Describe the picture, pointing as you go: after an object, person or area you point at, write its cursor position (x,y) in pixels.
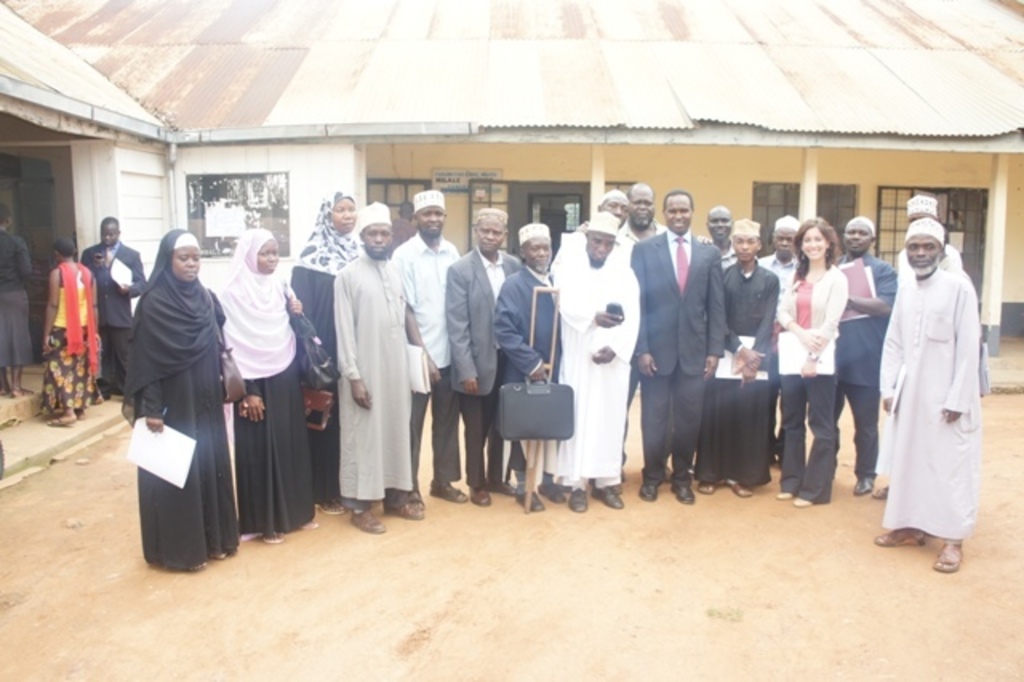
In this picture I can observe some people (571,314) standing on the land (245,546) in the middle of the picture (546,302). There are men (690,304) and women (329,327) in this picture. In the background (500,173) I can observe house (392,173).
